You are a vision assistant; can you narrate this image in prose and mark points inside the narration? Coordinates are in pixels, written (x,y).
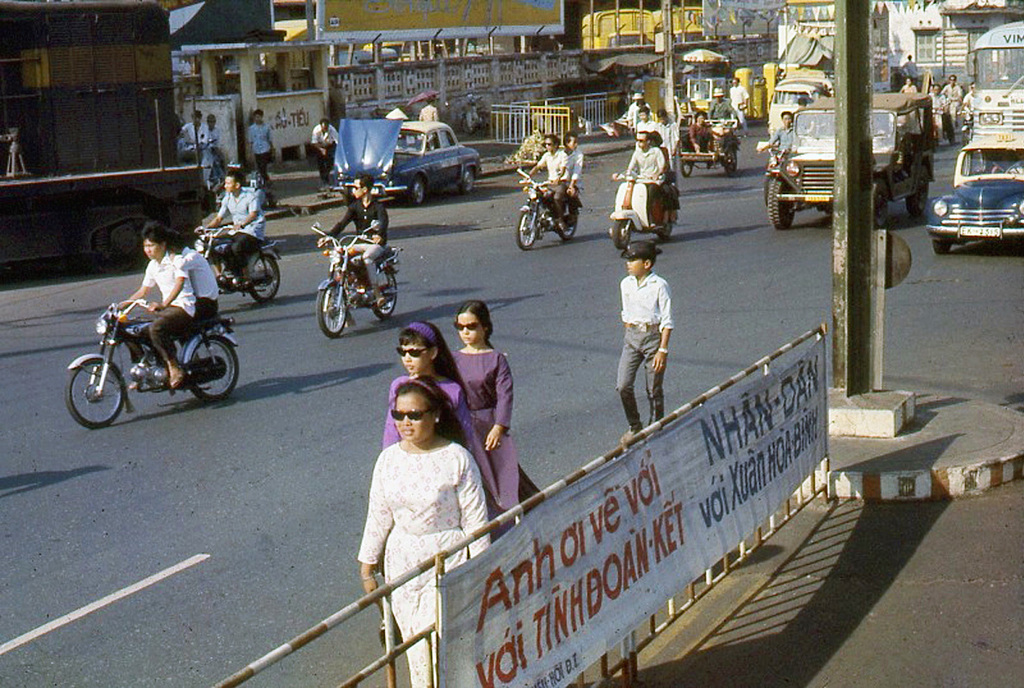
In this image we can see there are vehicles (389,138) on the road (13,567), on its right side there are people (465,435) walking on roads (734,251) and beside them there is a barricade (825,354), which has a poster (650,533) with some text (651,545) on it, on the top of the image (280,136) there are buildings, fences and poles (841,346).
